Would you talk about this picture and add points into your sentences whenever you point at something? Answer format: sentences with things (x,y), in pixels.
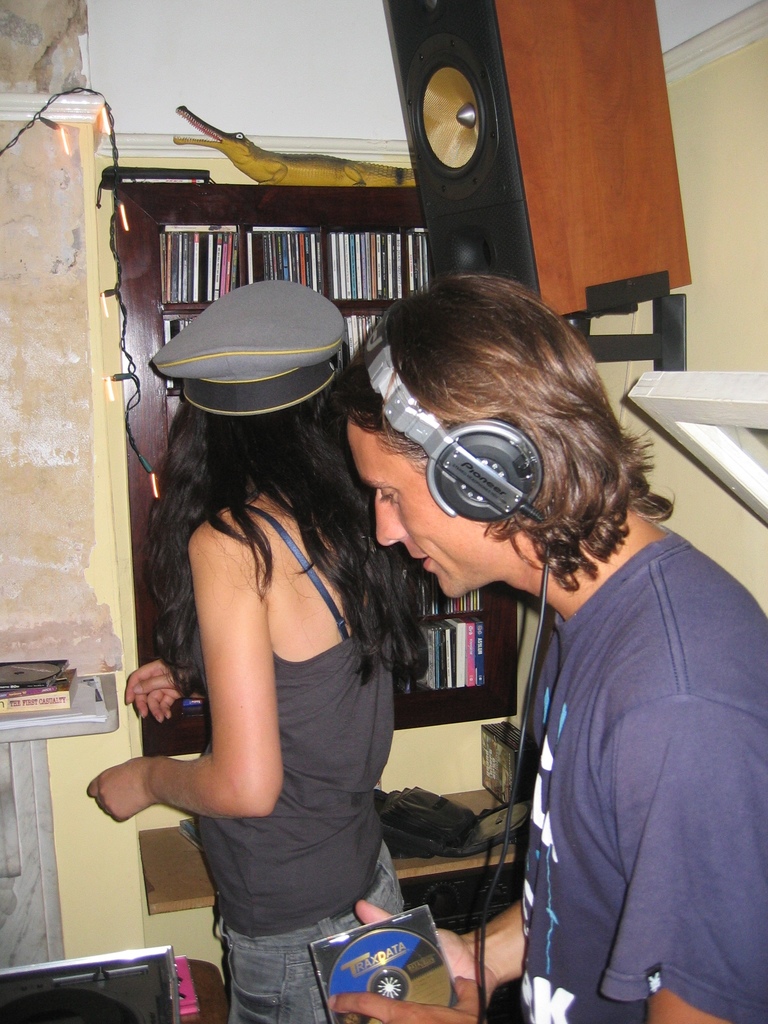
In this image we can see two persons (465,580) are listening to music, there are some CD's (298,251) and crocodile toy (286,156) on the rack (343,199), we can see music player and a speaker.
